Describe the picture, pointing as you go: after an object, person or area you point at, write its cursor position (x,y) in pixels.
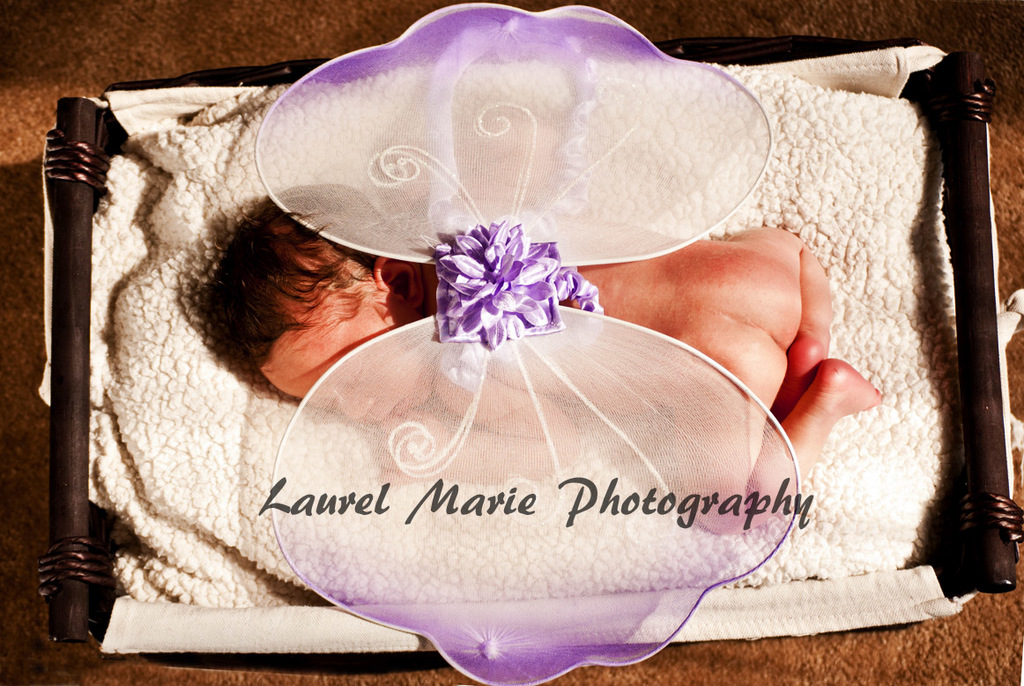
In this image, we can see a baby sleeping in the cradle (247,619).
